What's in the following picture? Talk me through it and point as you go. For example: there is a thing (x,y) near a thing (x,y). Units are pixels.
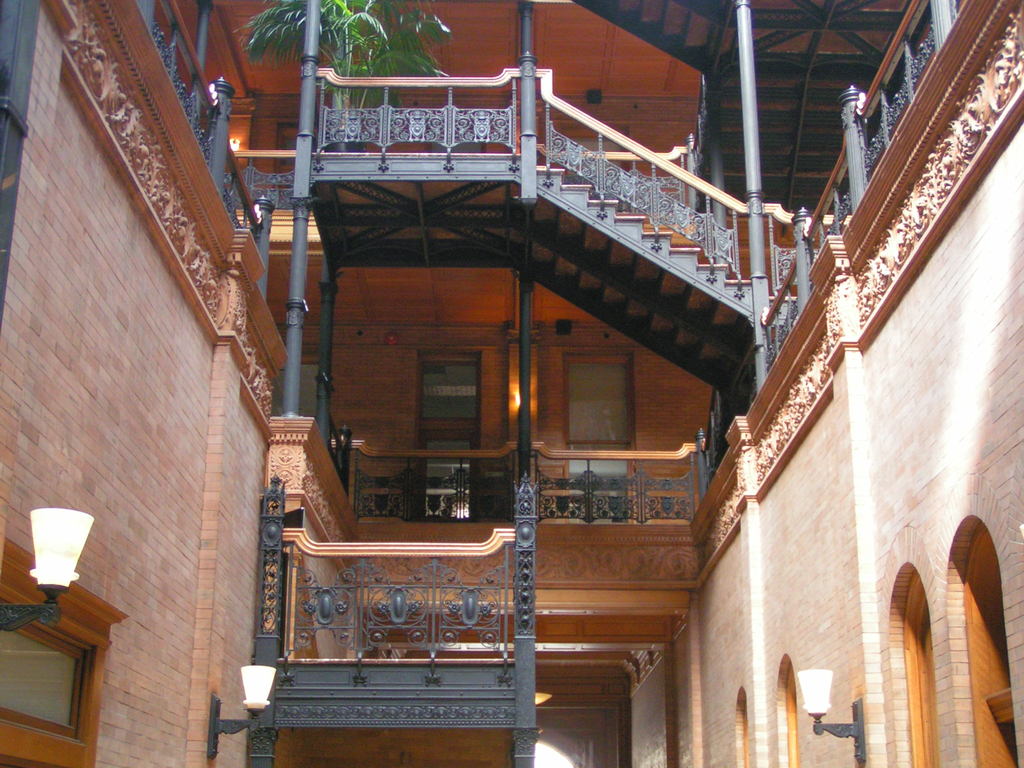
In this picture we can see the building (674,632). At the top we can see the plant (363,90) near to the stairs (669,283). At the bottom (824,599) we can see a wall (575,743) and iron railing (498,703). On the left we can see the doors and lights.
